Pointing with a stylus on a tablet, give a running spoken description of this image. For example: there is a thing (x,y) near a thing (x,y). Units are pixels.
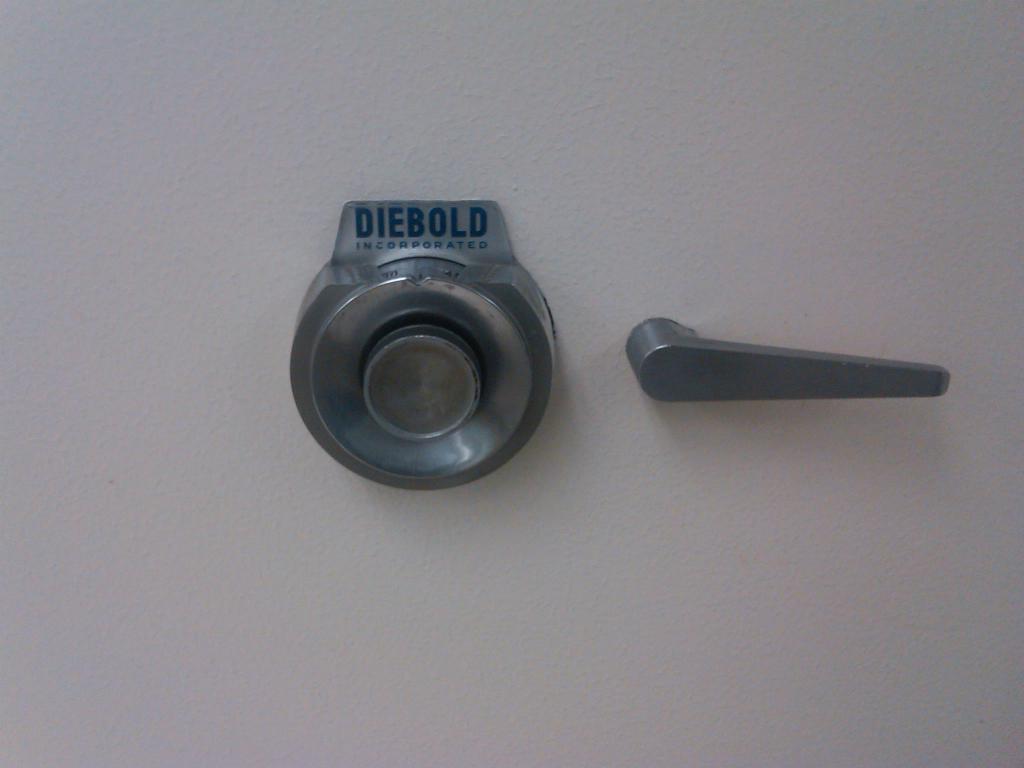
In this picture there are two metal objects (457,339) on the wall (483,636). There is a text (417,234) on the object (298,318).
